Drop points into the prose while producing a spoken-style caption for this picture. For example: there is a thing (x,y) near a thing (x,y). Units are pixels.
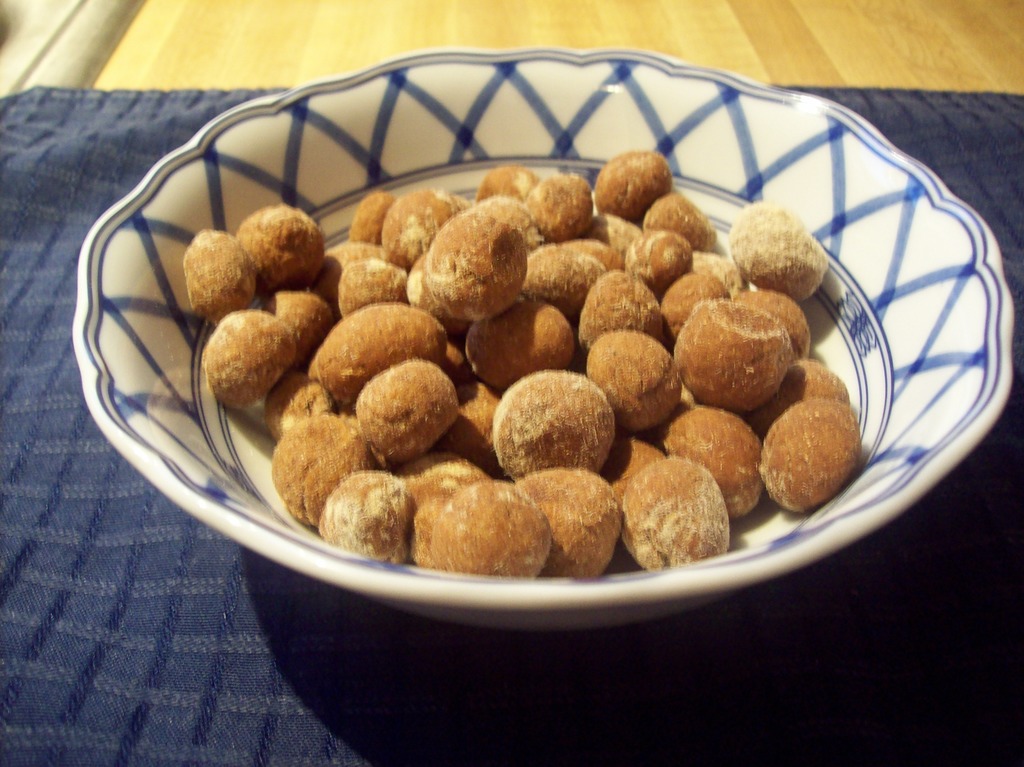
In this picture, it looks like a wooden table (868,42) and on the table (931,59) there is a cloth (992,134) and a bowl (498,115). In the bowl (671,127) there are some food items (532,367).
